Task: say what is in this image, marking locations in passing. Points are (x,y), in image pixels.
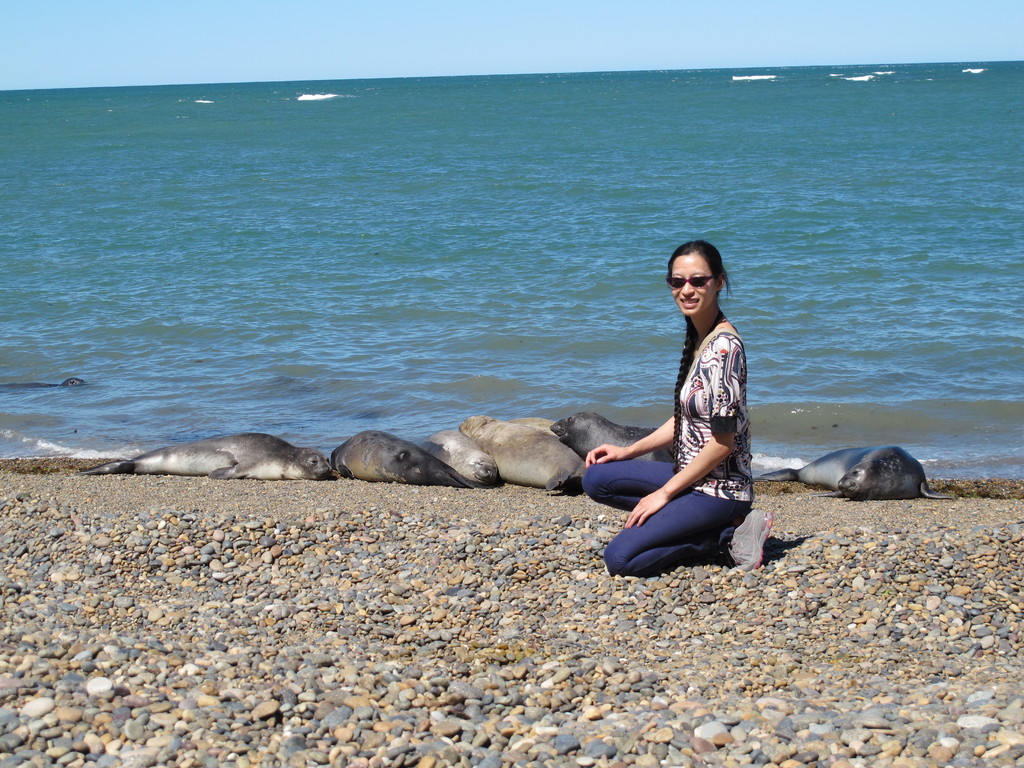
In the picture there is a sea (433,160) and there are group of seals (446,436) laying on the sand (793,533) in front of the sea (840,401), there is a woman (652,527) sitting beside the seals (654,454) and she is also wearing goggles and posing for the photo.
